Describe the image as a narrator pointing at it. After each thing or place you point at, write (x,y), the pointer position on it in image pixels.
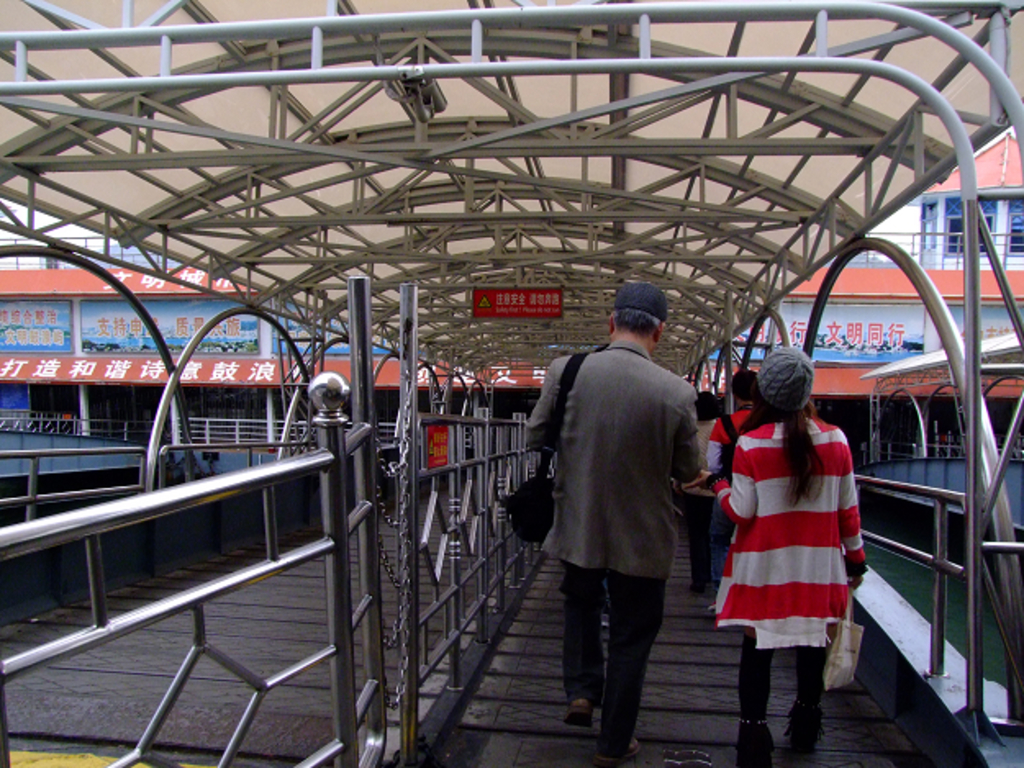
In this picture we can see beams (730,77), railings (374,559), chains (404,405), people (618,369), objects (46,313) and red board (479,313). We can see a man (606,385) wearing a cap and carrying a bag (550,504). We can see a woman (852,529) wearing a cap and holding a carry bag (832,662). On the right side of the picture (893,425) we can see a boat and water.
